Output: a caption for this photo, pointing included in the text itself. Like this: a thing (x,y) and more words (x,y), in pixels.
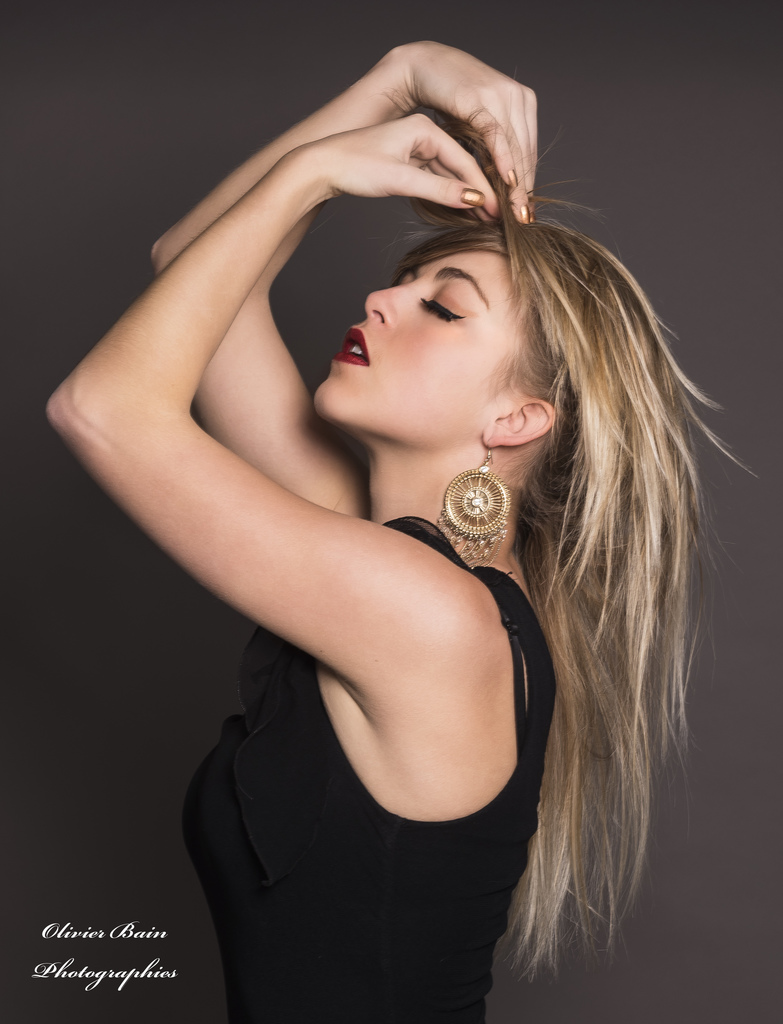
This is the woman (442,764) standing. She wore a black dress (348,808) and an earring (472,478). I can see the watermark (57,958) on the image. The background (678,118) looks grey in color.
